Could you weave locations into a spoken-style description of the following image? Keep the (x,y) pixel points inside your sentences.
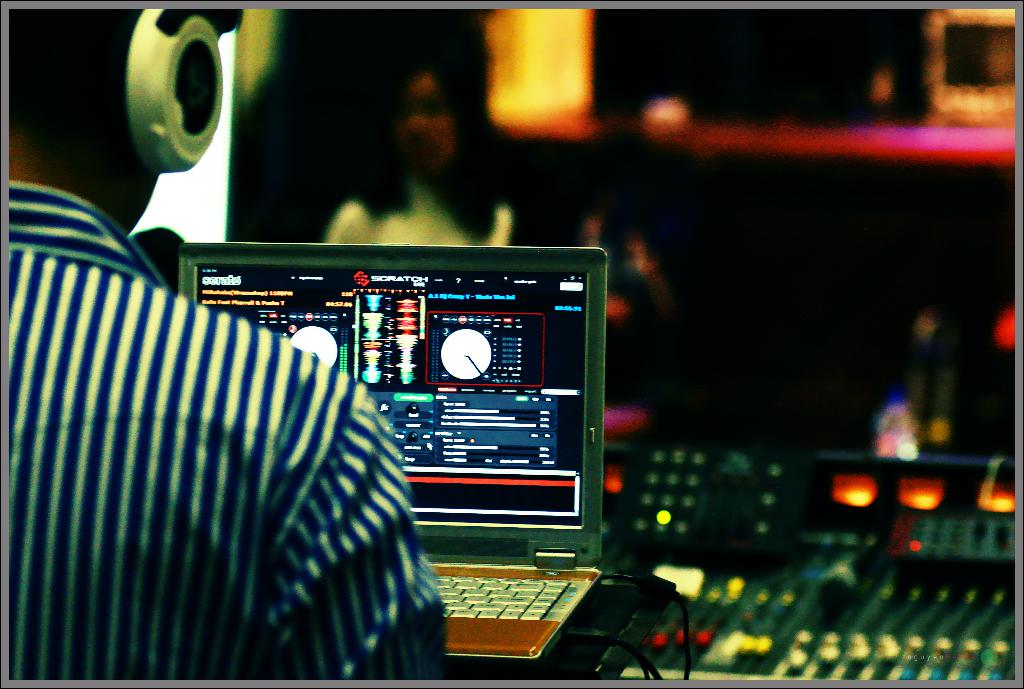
The man (246,450) on the left side (184,113) is wearing the headset (194,108). In front of him, we see a laptop (469,456) is placed on the black table (586,625). Behind that, we see the music recorders (705,590). In the background (883,421), we see a water bottle (889,389), pink color object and a woman (463,161) is standing. This picture is blurred in the background (684,230).
